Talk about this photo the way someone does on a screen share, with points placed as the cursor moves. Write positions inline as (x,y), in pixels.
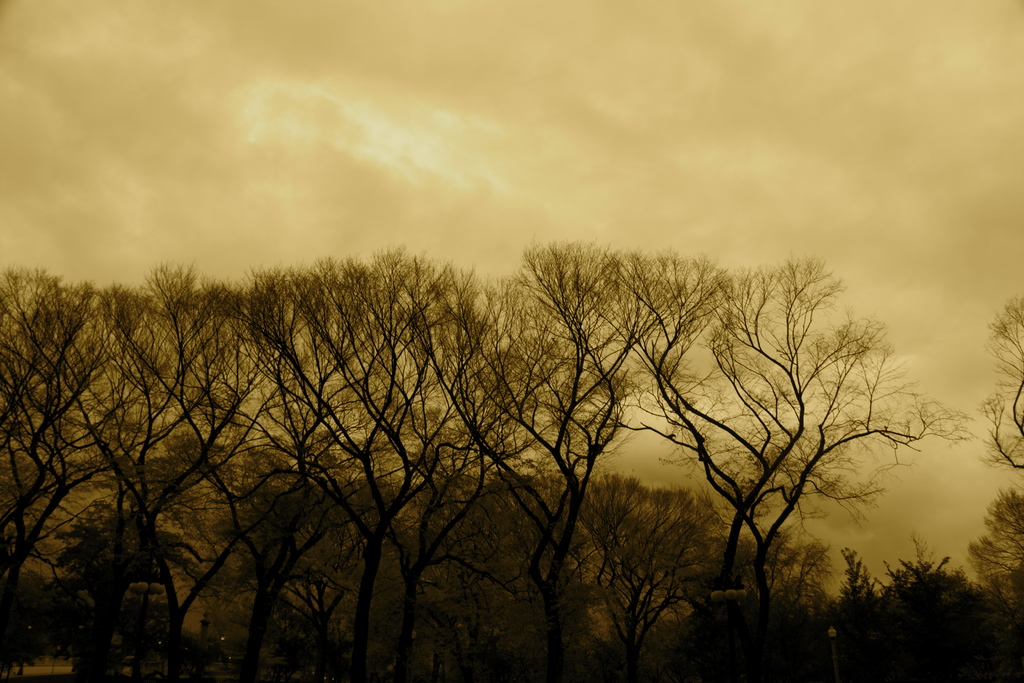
There are trees (818,451) and plants (927,637) on the ground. In the background (795,131), there are clouds (321,117) in the sky (356,183).
